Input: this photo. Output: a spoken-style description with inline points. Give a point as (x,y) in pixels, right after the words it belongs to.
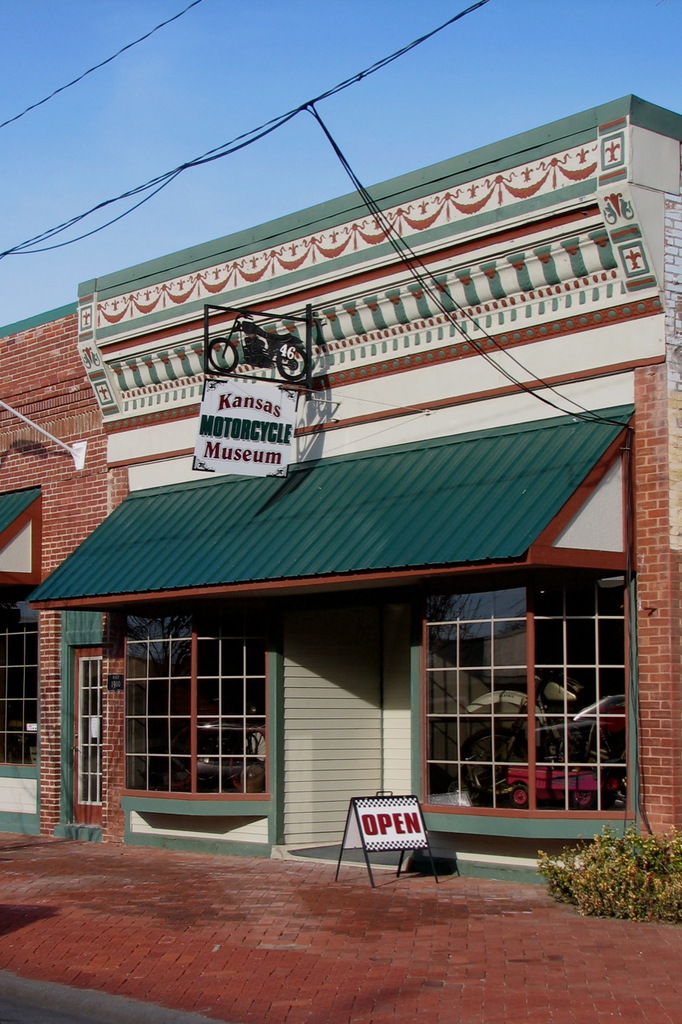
In this image I can see the store (285,737), board (241,434), few plants (571,895) in green color and I can also see few glass doors (550,799) and few buildings (58,450) in brown and cream color. In the background (288,139) I can see few wires (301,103) and the sky (359,61) is in blue and white color.
